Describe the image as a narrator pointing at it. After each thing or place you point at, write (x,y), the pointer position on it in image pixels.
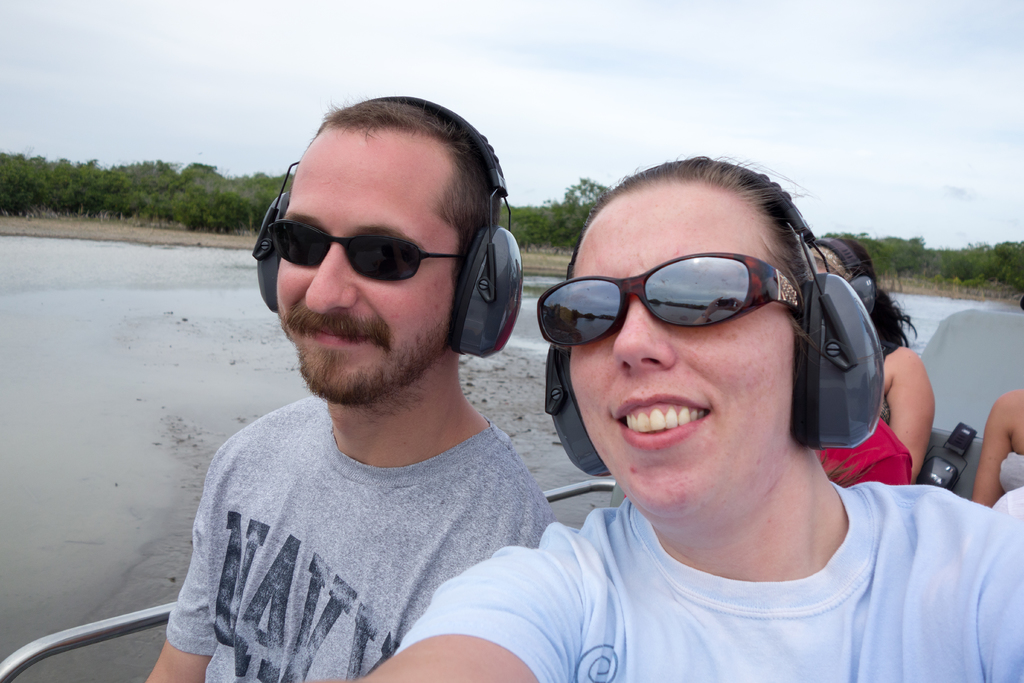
In this image there are four people (673,420), in the foreground (727,386) there are two people (596,408) who are wearing headset (569,402) and goggles (574,288) and it seems that they are in boat (958,382). At the bottom (133,550) there is a river (9,383), and in the background (1011,255) there are some trees (1014,270).
